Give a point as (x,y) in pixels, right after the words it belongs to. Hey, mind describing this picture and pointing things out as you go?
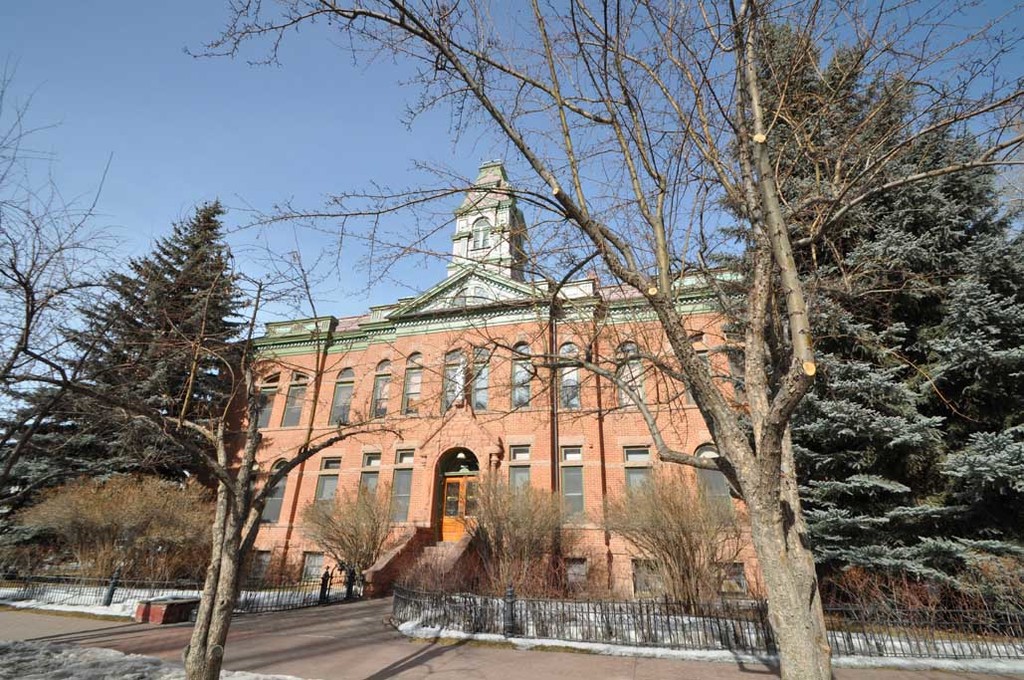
In this image there is the sky (406,98) towards the top of the image (279,161), there is a building (523,400), there is a door (459,501), there are windows (563,388), there is staircase (447,556), there is a fence (684,627) towards the right of the image (702,620), there is a fence (82,586) towards the left of the image (115,584), there are trees (857,275) towards the right of the image (864,384), there are trees (90,363) towards the left of the image (95,403), there is road (487,662) towards the bottom of the image (510,660).
